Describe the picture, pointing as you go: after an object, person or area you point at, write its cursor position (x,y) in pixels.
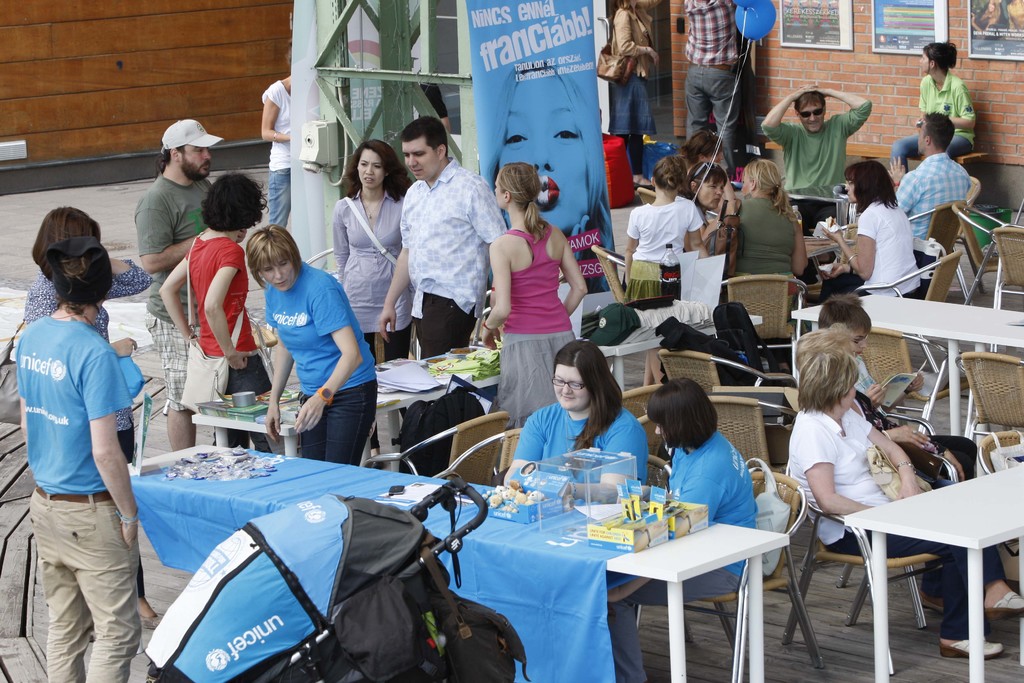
In this image there are group of persons (244,443) some of them are sitting on the chairs (980,409) and some of them are standing on the floor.
